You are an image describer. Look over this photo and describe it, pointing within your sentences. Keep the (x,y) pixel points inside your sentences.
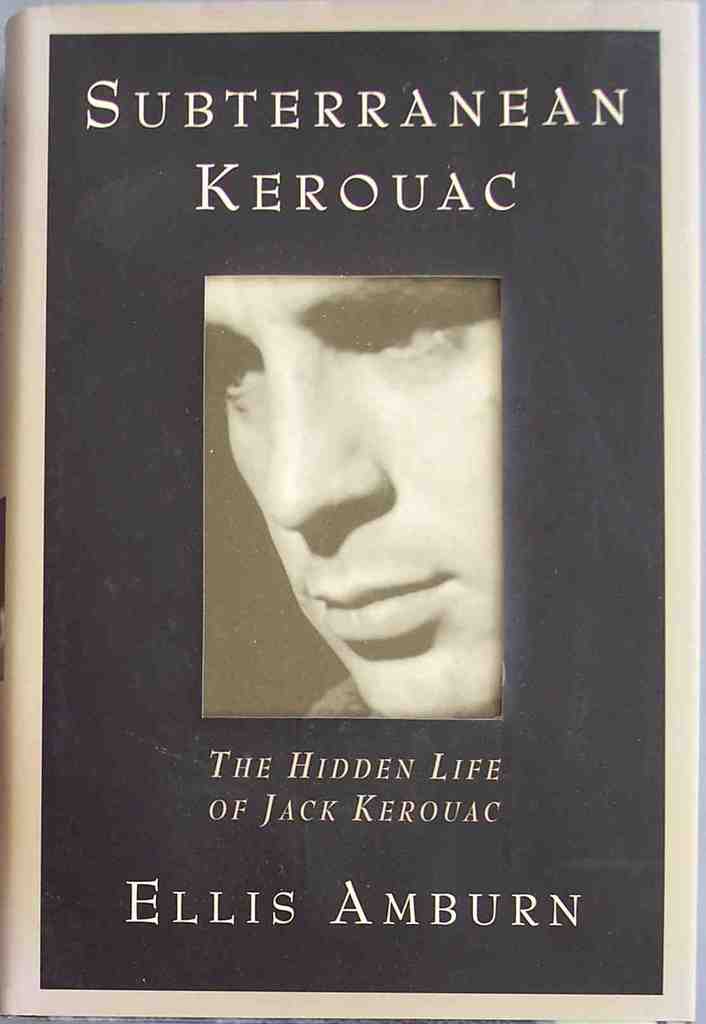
In this image we could see one book (598,501), on the book (425,492) there is one person's face (415,582) is visible and some text (454,94) is written on that book (309,924).
